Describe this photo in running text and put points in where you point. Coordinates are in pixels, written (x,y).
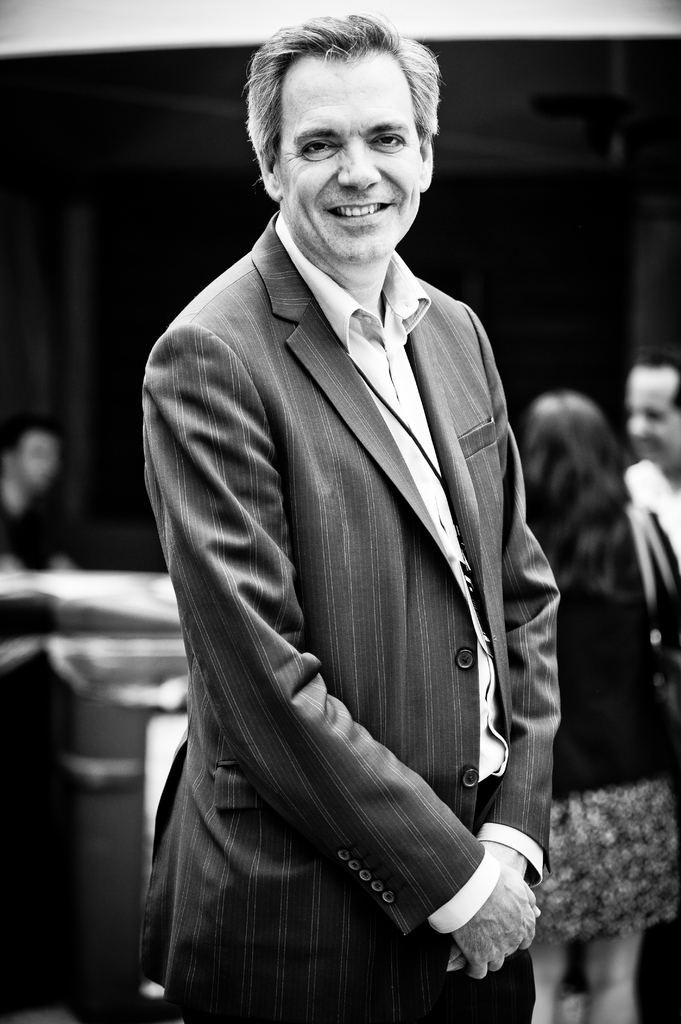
In this picture we can see a person (398,715) standing, behind we can see few people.
